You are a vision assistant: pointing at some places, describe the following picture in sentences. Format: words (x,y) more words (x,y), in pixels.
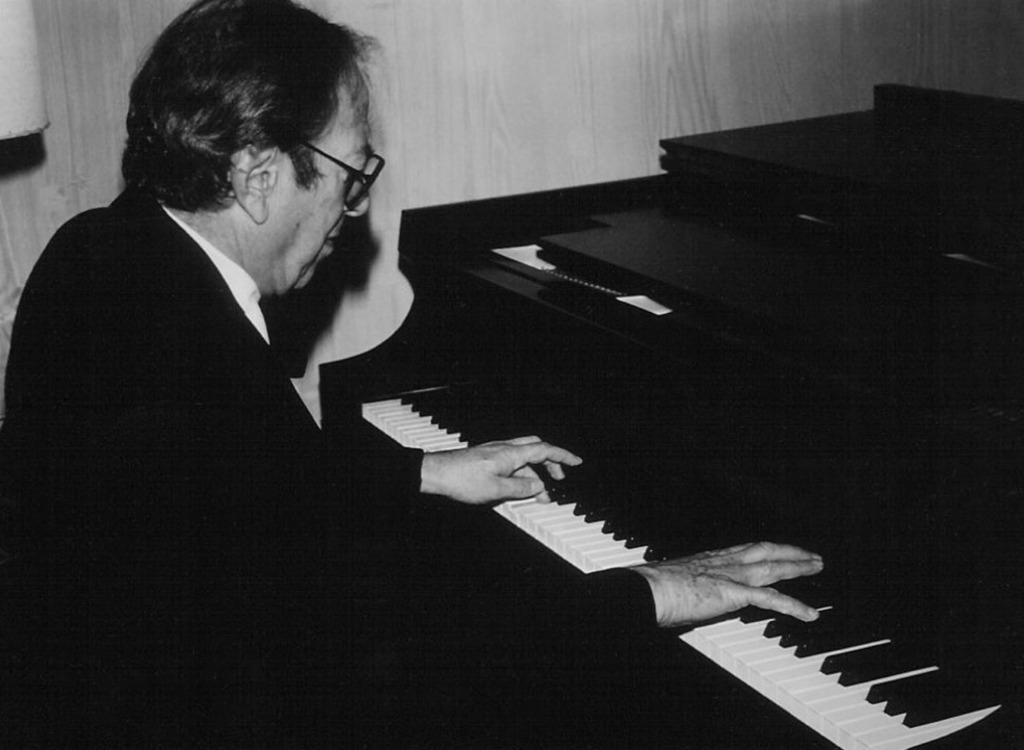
Man (265,392) playing musical instrument (714,416).
